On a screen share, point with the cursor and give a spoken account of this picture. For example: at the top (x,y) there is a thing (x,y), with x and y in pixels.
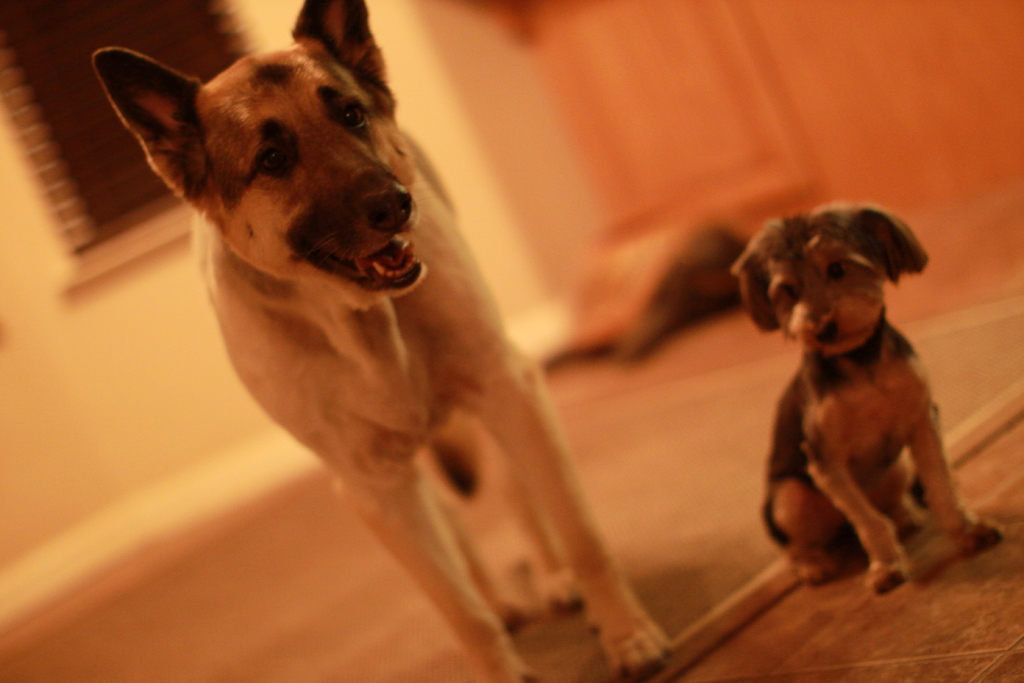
In this image I can see the brown colored floor (376,611) and on it I can see two dogs (346,301) which are brown and black in color. In the background (89,407) I can see the wall (131,403), the window (106,103) and few other blurry objects (646,248).
